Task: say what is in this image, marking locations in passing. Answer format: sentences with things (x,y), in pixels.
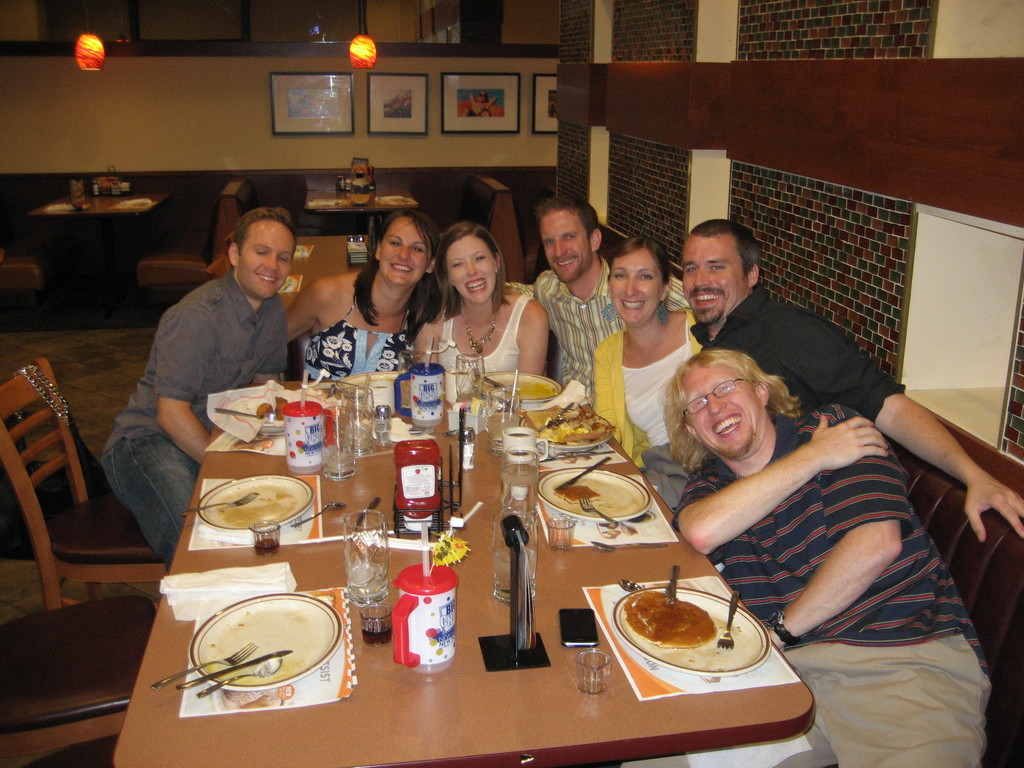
This picture describes about group of people (655,393) who are all seated on the chair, in front of them we can see plate (275,485), jug (291,444), glass (391,613) and some other objects (461,415) on the table (341,566) in the background (300,86) we can see wall frames (406,93) and lights (361,55).
